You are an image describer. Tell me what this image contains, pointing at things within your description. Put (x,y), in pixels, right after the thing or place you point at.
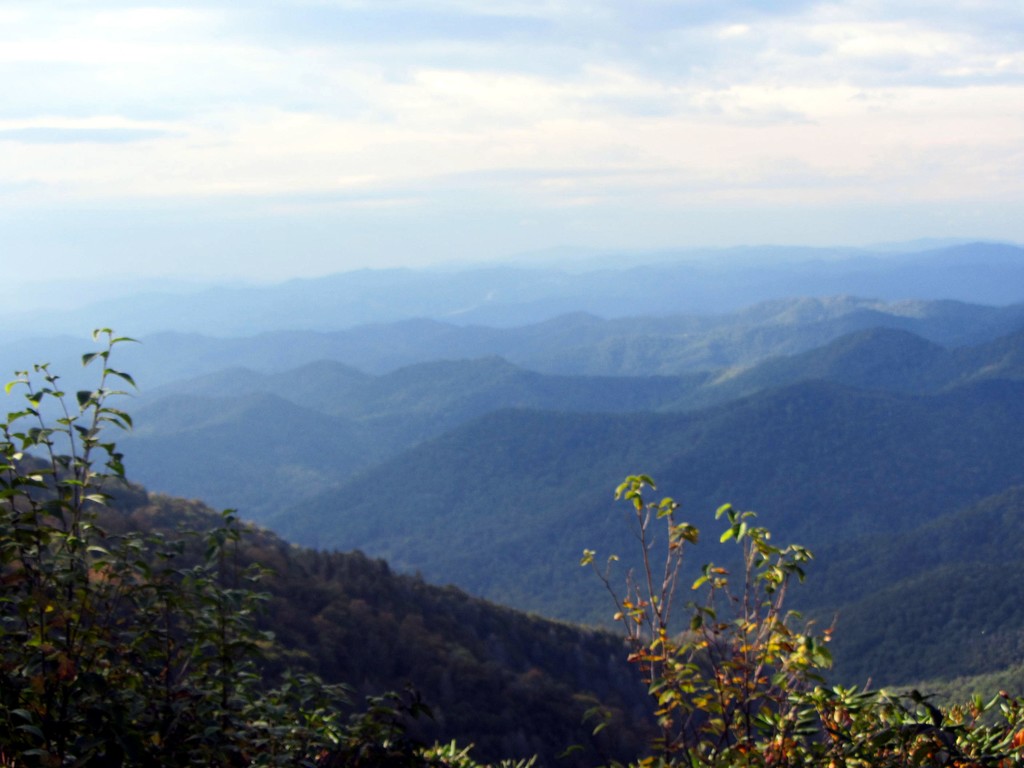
At the bottom of the picture (89,619), we see the grass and the plants (245,617). There are trees (707,459) and hills (516,406) in the background (511,295). At the top of the picture (442,233), we see the sky (505,69). This picture is clicked in the outskirts.
